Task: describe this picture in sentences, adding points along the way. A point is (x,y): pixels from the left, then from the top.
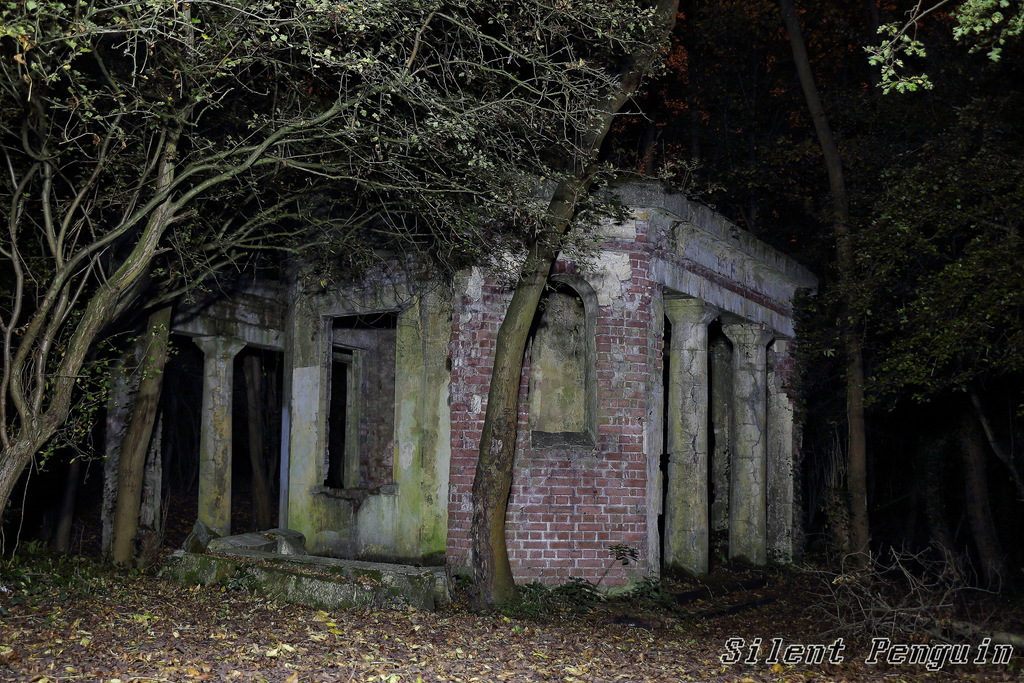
In this picture I can see the ground (254,619) on which there are number of leaves (133,655) and in the middle of this picture (507,386) I can see number of trees (99,21) and a building (613,396) and I see that this picture is in dark. On the right bottom corner of this picture (845,657), I can see something is written.
